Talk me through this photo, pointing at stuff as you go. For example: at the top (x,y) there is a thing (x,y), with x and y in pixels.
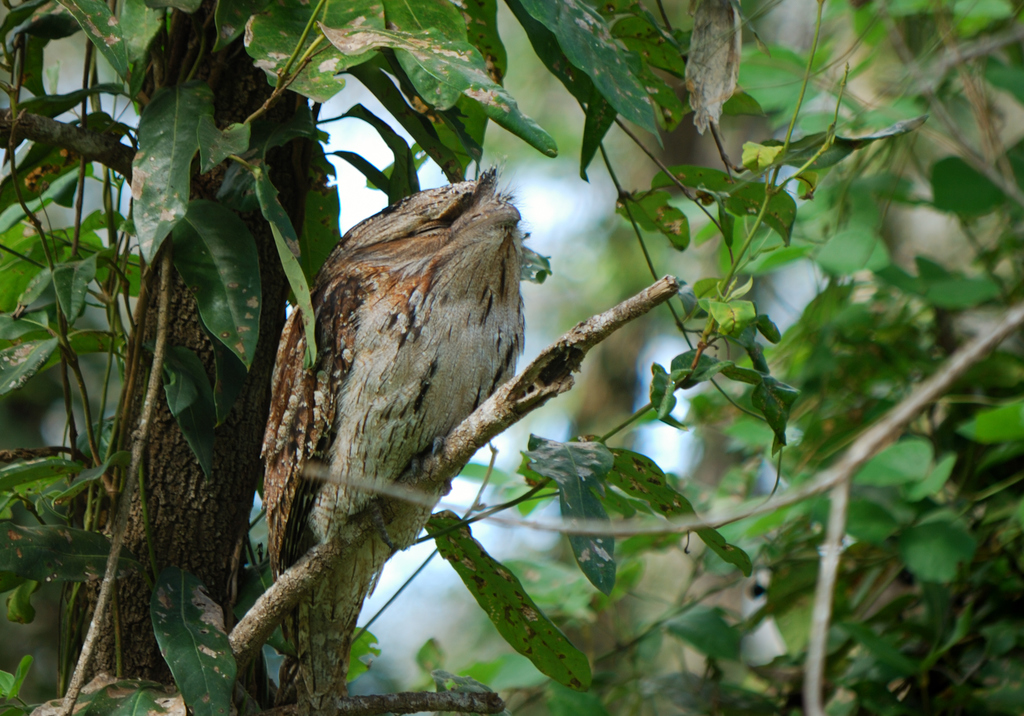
In this image there is a bird (395,352) on the branch (580,338) of a tree (229,542) having few leaves (347,17). Background (581,199) is blurry.
